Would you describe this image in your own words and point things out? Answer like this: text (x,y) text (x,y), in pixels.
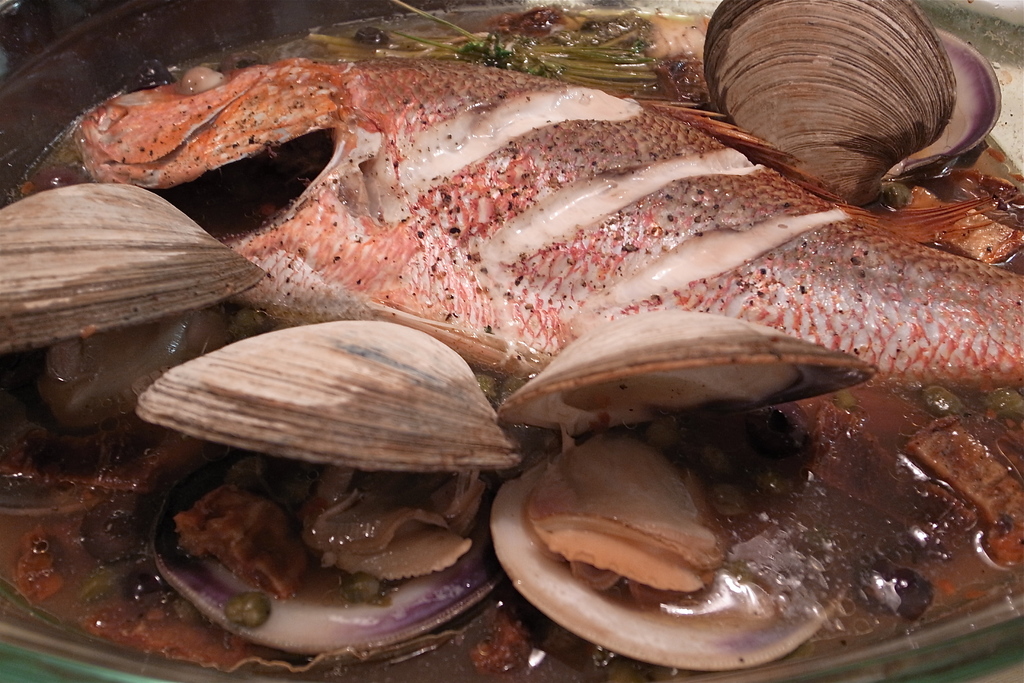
This is a zoomed in picture. In the center (350,251) there is a platter (42,665) containing the food item (1018,236) and the clams (652,507) and a fish (656,280).
